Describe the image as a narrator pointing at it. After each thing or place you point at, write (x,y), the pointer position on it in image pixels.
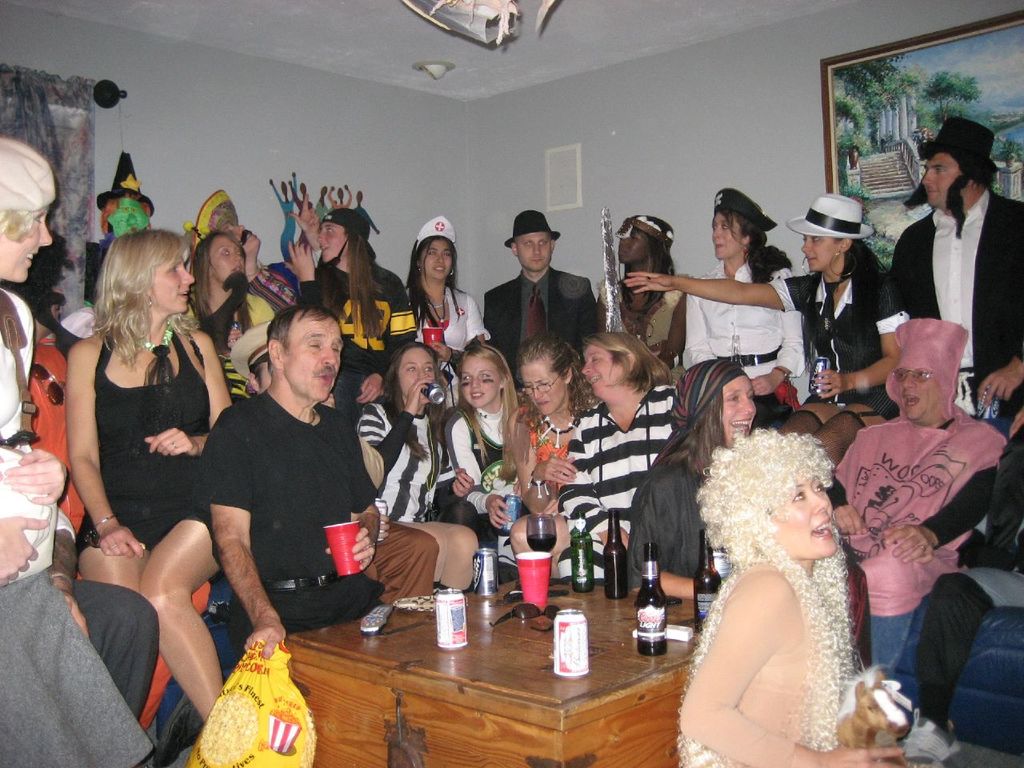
This image consists of many persons (573,468). In the front (458,675), we can a wooden table (594,691) on which there are bottles (656,634). In the background (587,161), there is a wall (707,141). On which we can see a frame (825,116) hanged on it. At the top (350,49), there is a roof (277,30). On the left (51,144), we can see a curtain (65,161).
